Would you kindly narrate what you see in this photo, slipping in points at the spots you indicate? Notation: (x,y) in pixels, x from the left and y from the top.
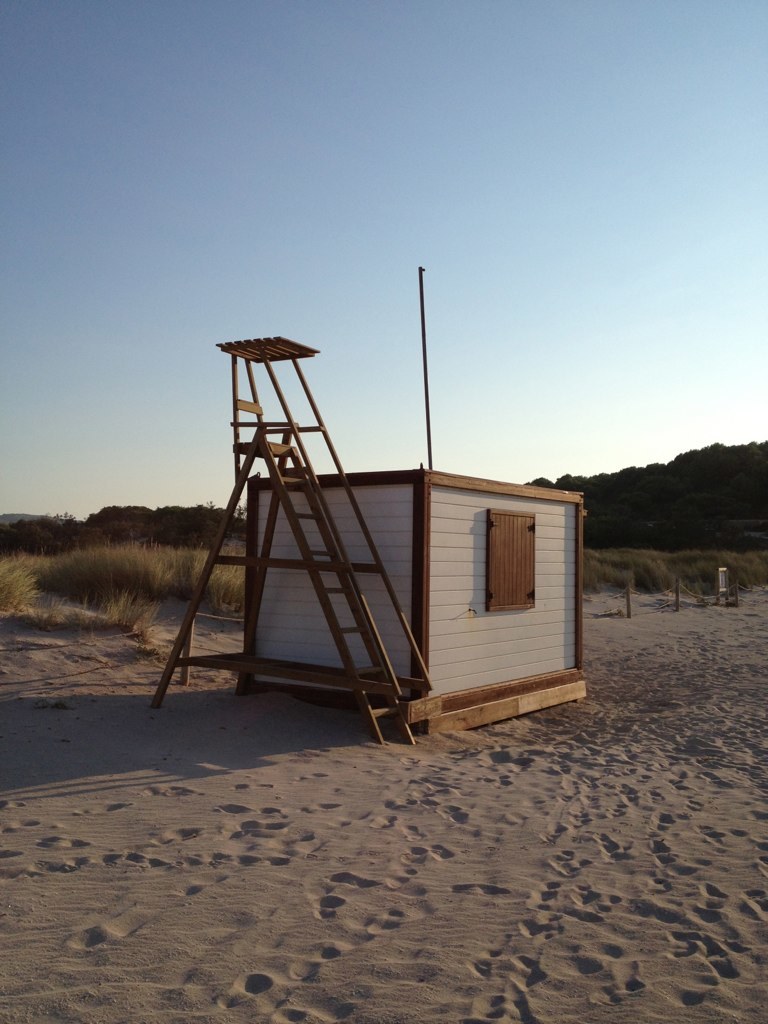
In the center of the picture (423,519) there are ladders (276,454) and a room (464,598). In the foreground (310,829) there is sand (99,703). In the background (153,544) there are plants (160,566), grass (665,578) and trees (680,481). Sky (505,407) is clear and it is sunny.
